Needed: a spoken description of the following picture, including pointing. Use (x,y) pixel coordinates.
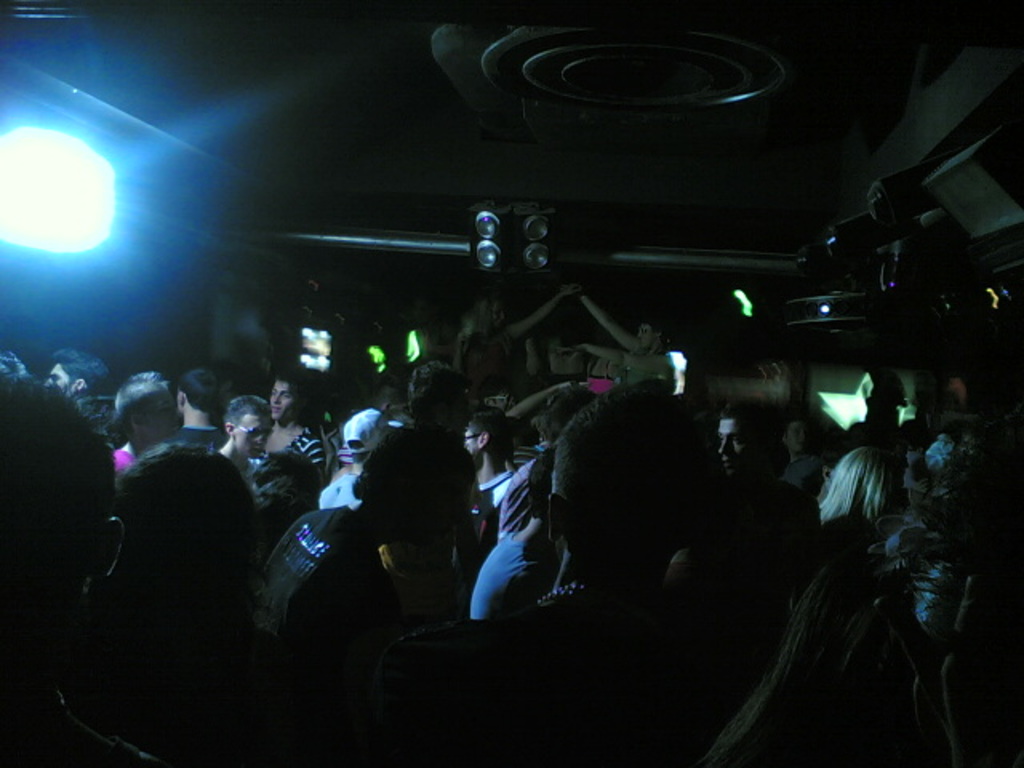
Here we can see a crowd (580,600). Top of the image (53,176) there are speakers (497,209) and focusing light (44,186).
